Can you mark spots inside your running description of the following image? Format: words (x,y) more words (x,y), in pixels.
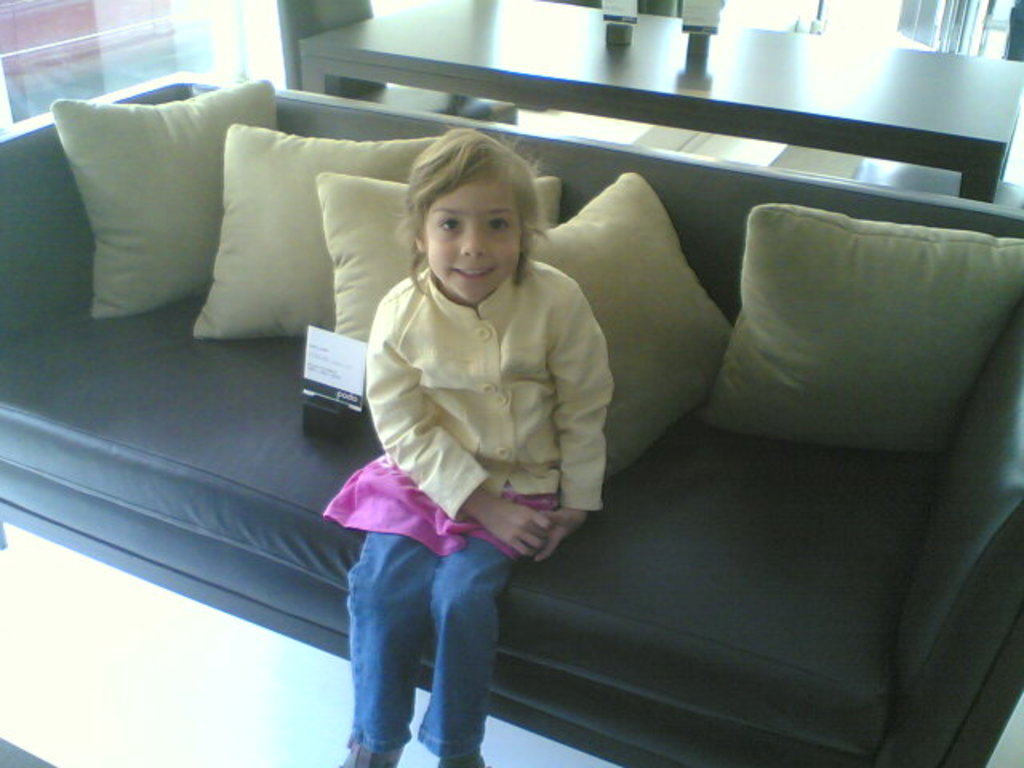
There is a girl (466,369) in yellow color shirt (495,355), laughing and sitting on a sofa (78,410). Back to her, there are pillows (630,295), table (644,100), glass (117,48), and some other items (1020,24). In front of her, there is a floor (187,681).
